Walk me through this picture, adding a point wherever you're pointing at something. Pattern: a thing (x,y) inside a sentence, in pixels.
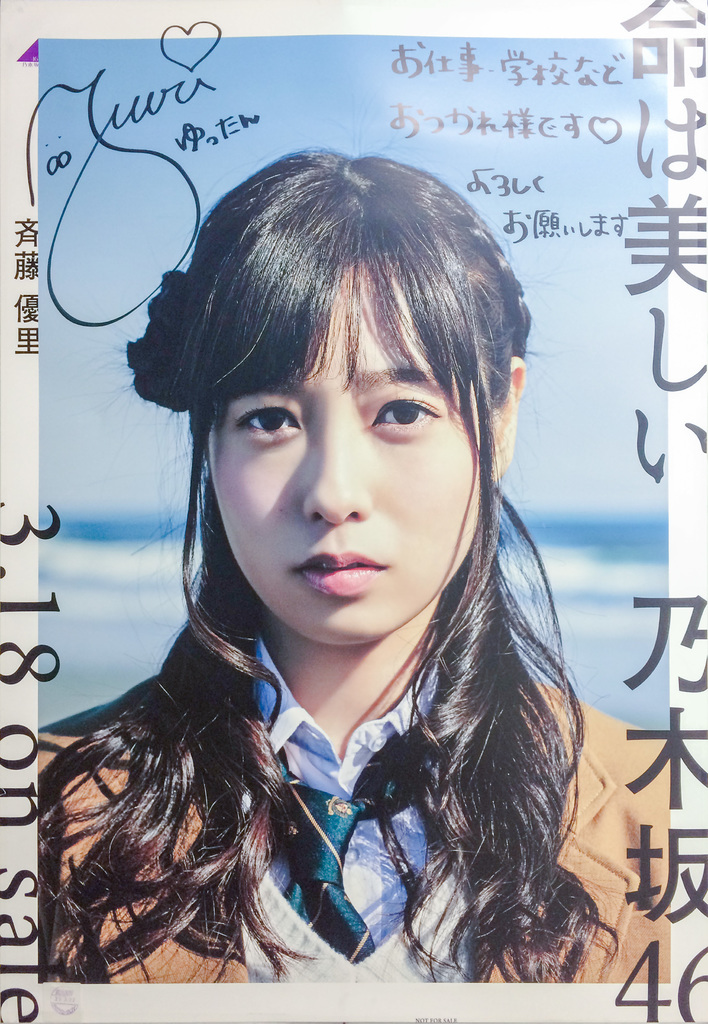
In this image there is a photo (286,443) of a girl (419,565). On which there are so many writings (184,172).
